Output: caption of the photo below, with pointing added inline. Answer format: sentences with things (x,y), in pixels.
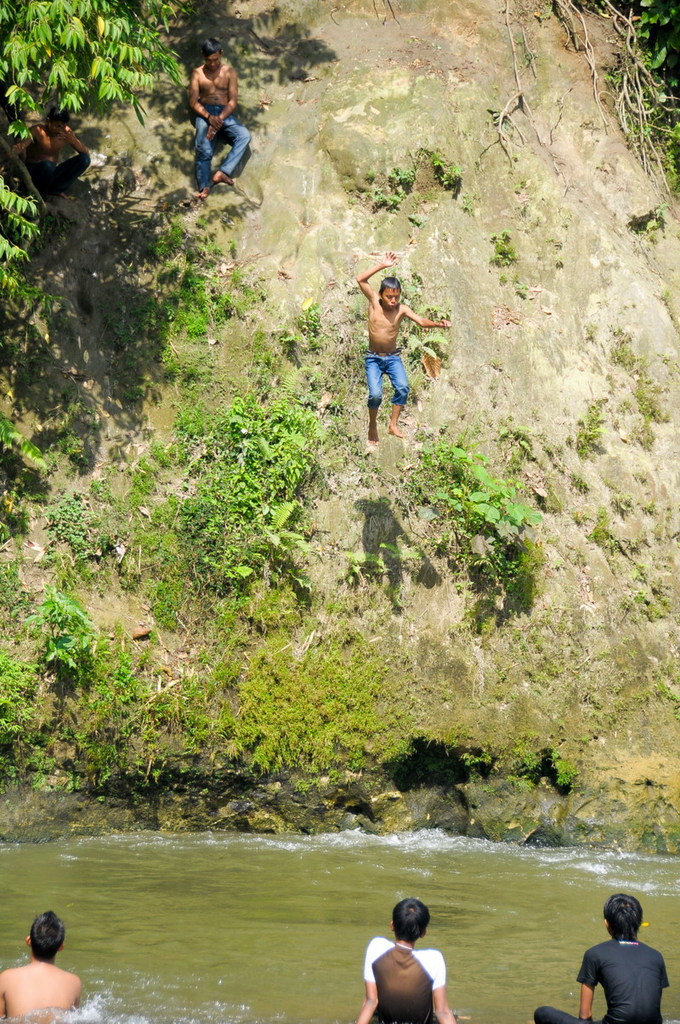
In the center of the image (396,403), we can see a person (399,392) jumping and at the bottom (257,917), there are people (59,947) and there is water (249,886). In the background (281,100), there are trees (122,103) and we can see a hill (259,153) and some people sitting on the hill (122,250).
